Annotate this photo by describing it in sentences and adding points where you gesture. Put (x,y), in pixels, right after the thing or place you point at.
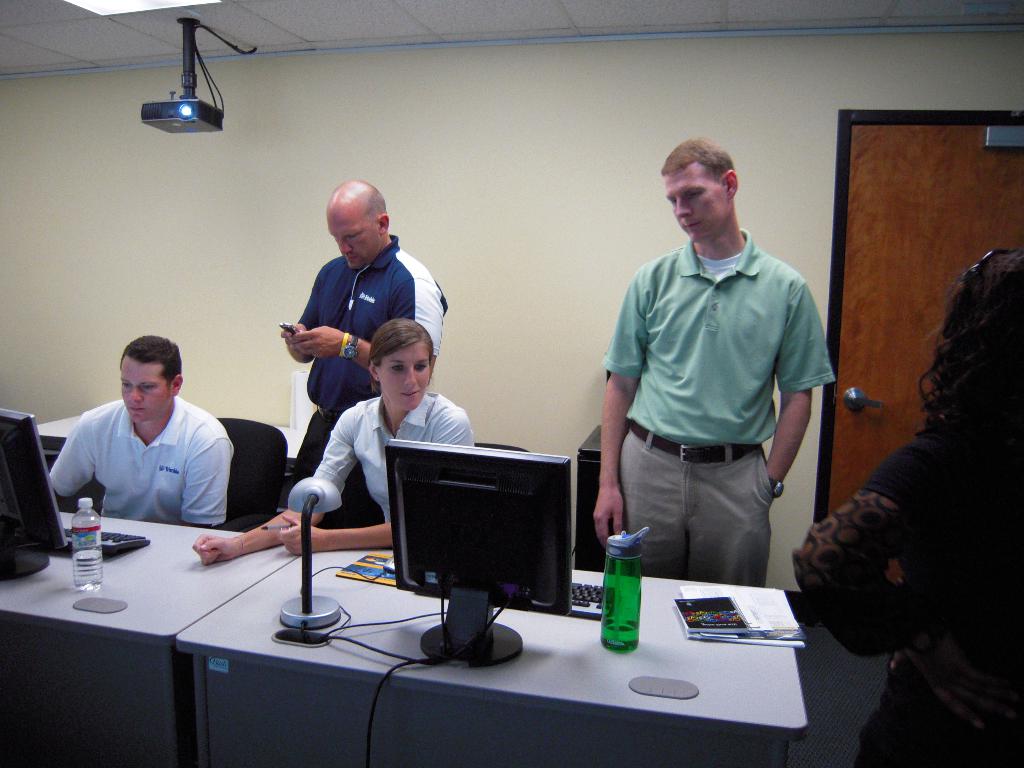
This is a picture in a room (504,457), there are two people (205,438) sitting on a chair (280,478) and three (698,372) who are stand on the floor (821,649). In front of them there is a table (189,612), on the table (153,590) there is a keyboard (573,607), monitor (499,557), bottle (612,612), paper (746,617) and a lamp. Background of this people (142,430) there is yellow wall (427,161) on top of this people (177,392) there is a projector (181,115).
